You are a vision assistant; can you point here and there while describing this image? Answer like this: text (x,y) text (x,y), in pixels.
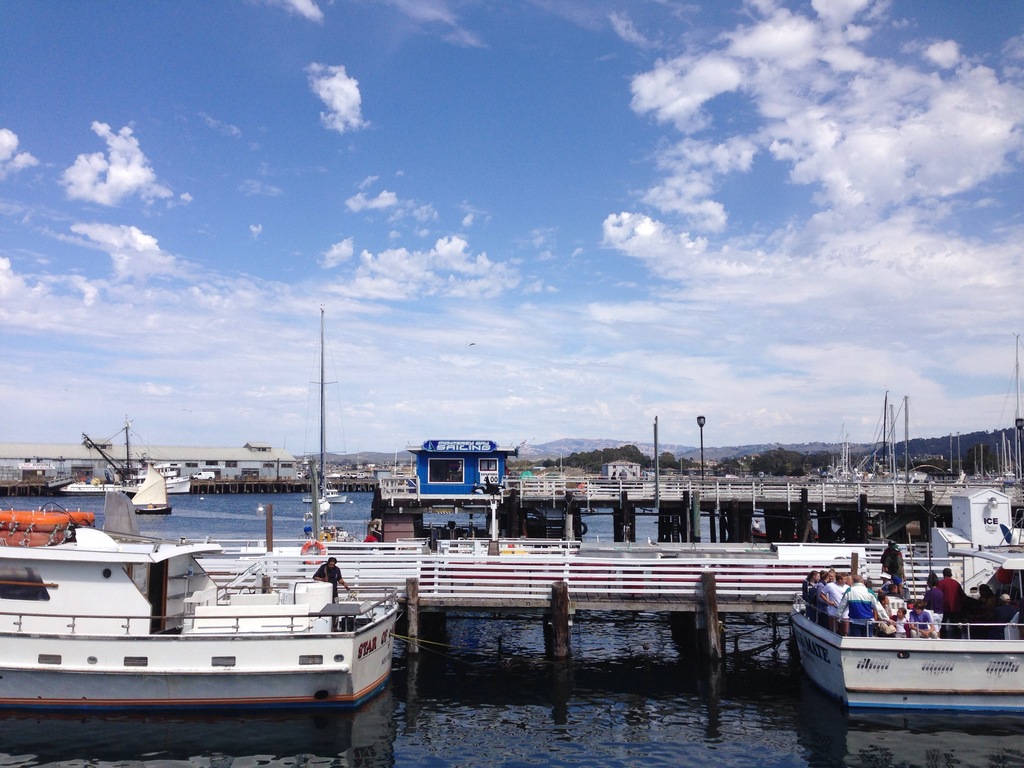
In this picture we can see harbor (527,575) in the image. In the front (309,628) bottom side there are some white boats (227,621). On the top (615,246) we can see the sky (520,350) and clouds (451,322).
